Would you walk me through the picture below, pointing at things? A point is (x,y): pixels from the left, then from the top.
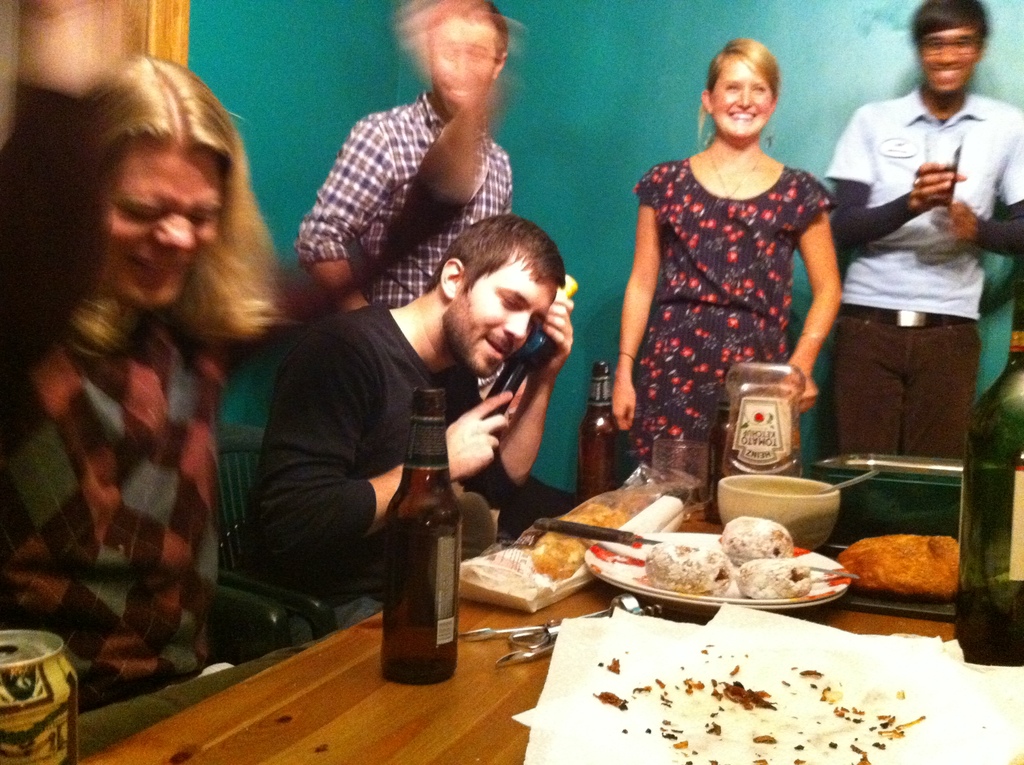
This picture describes about group of people (292,439) few are seated in the chair (264,584) and few are standing, in front of them we can see food (882,556), plates (644,584), bottles (446,656) on the table (360,691).
